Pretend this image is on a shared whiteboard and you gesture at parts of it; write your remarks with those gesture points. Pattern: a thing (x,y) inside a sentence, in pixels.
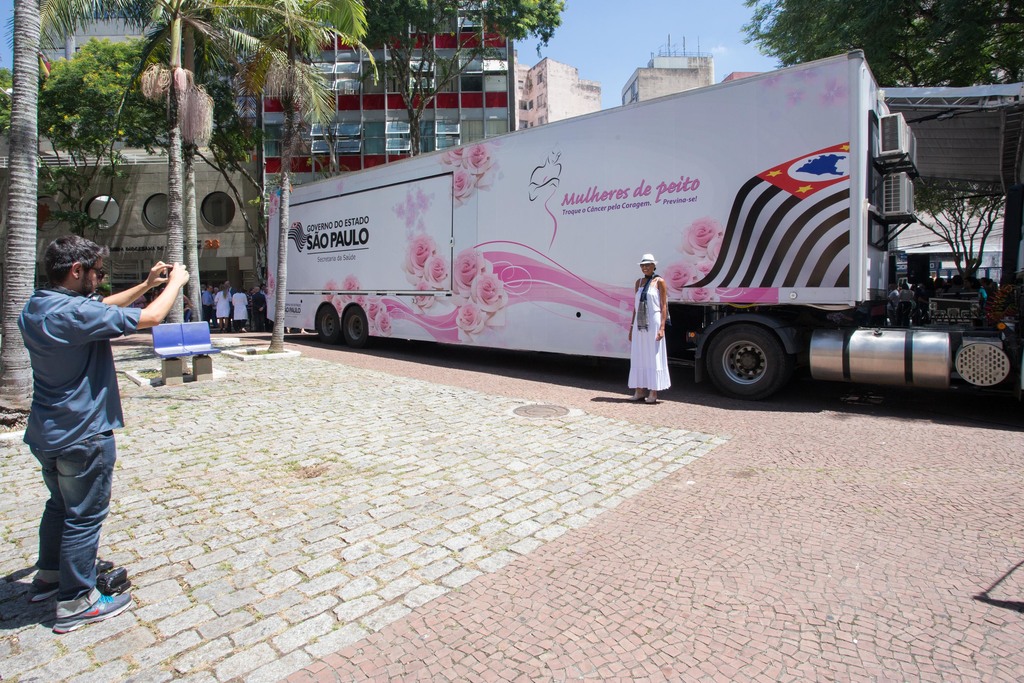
In this image we can see people (78,370), floor (709,443), chairs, trees (19,253), vehicle (467,344), shed (917,127), and buildings (338,105). In the background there is sky (610,41).
